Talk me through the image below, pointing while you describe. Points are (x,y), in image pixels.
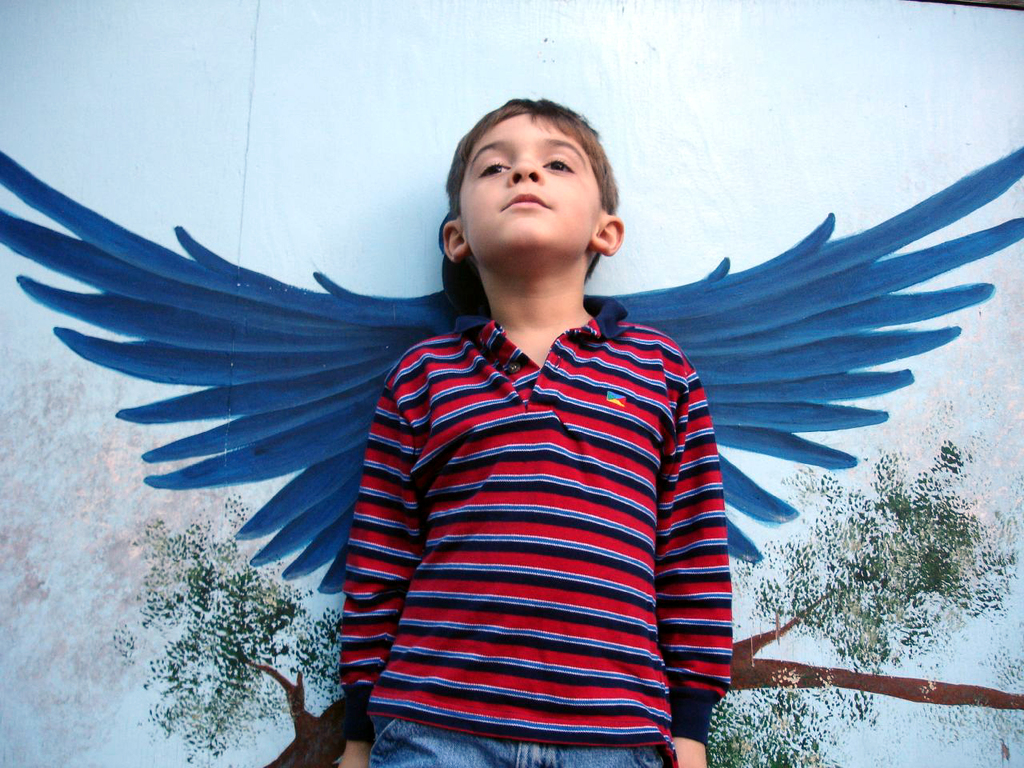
In this image, I can see a boy (565,588) standing. In the background (312,342), I can see the painting (249,335) of the wings (327,532) and a tree (288,756) on the wall (307,305).
